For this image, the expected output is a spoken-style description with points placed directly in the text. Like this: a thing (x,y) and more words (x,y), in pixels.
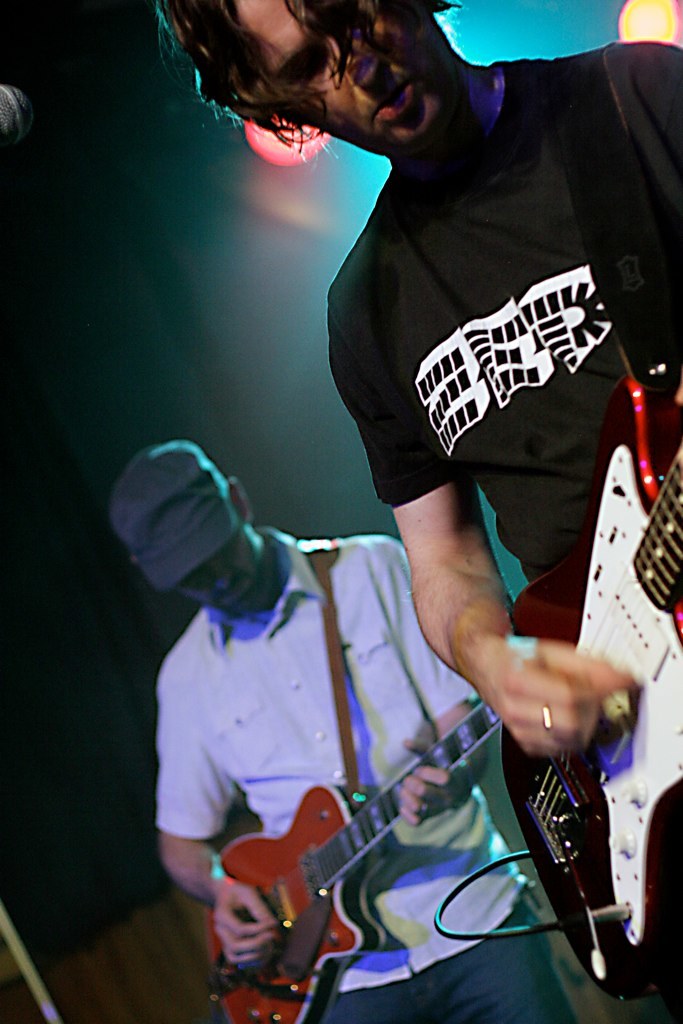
In this picture there are two people (360,587) playing guitars (583,563) and in the background (277,145) there is red color light (280,153) attached to the roof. The picture is taken in a musical concert.
